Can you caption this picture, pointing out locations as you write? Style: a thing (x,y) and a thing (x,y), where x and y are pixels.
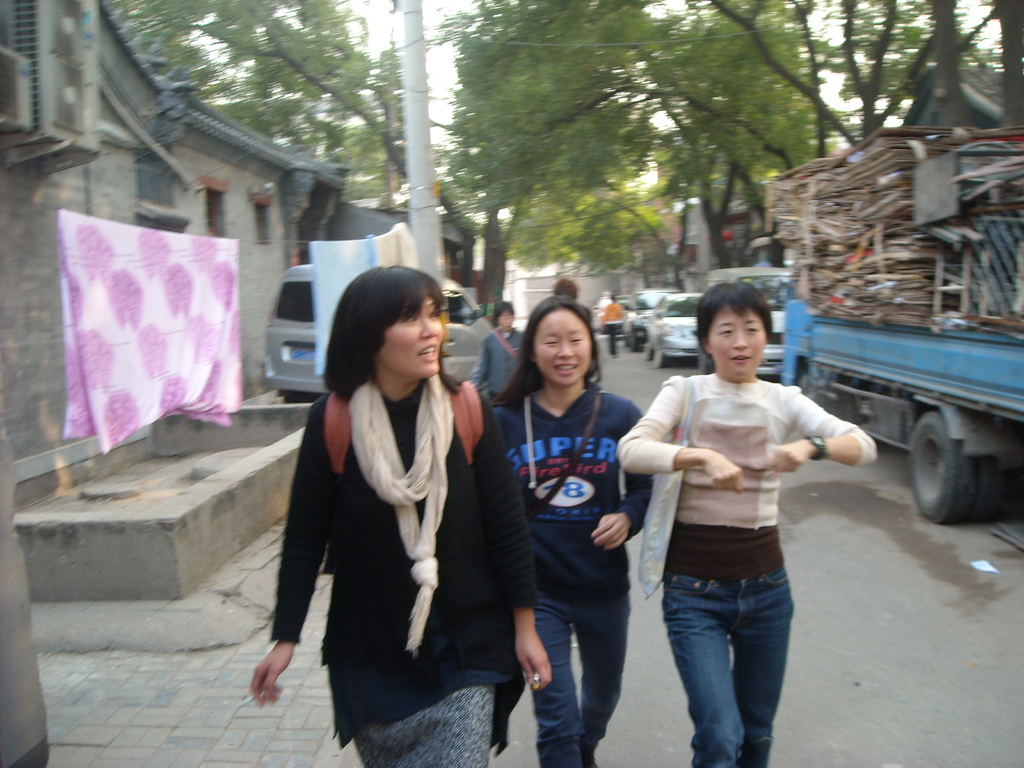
In this picture we can observe three women (417,541) walking on the road (335,729). Two of them are smiling. On the left side (149,253) we can observe some clothes (357,239) hanged on the wire (357,239). On the right side (1018,372) there are some vehicles (800,316) on the road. In the background (355,195) we can observe some trees (677,94) and a sky (457,72).
